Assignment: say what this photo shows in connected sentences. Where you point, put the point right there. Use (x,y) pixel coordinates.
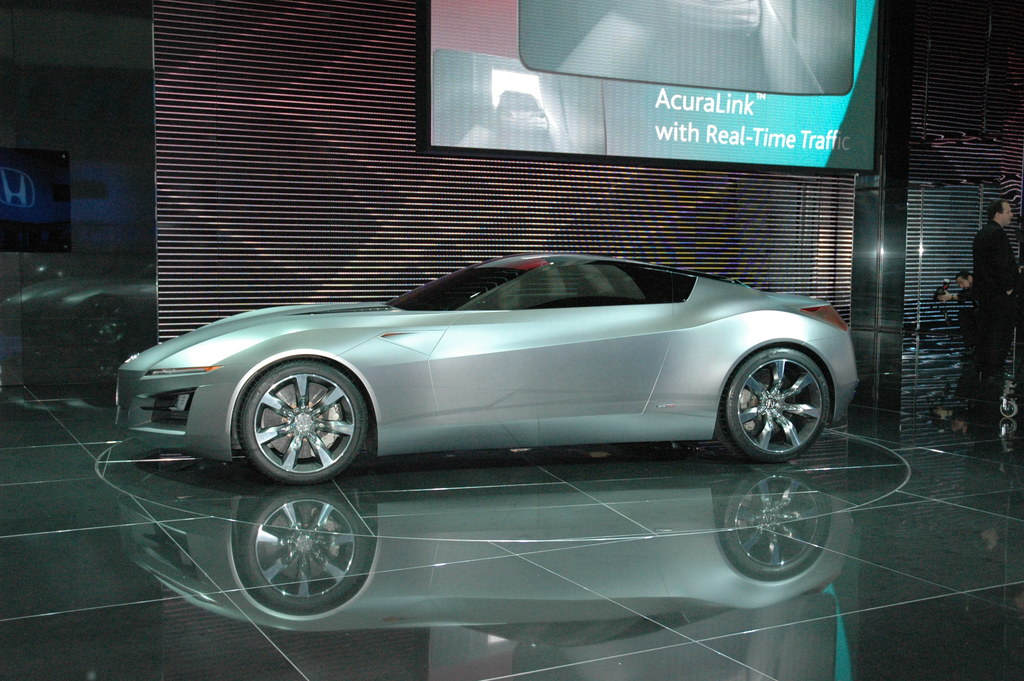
In this image I can see a car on the black floor (650,536). Back I can see the board (683,10), few people (998,336) and dark background (56,29).
